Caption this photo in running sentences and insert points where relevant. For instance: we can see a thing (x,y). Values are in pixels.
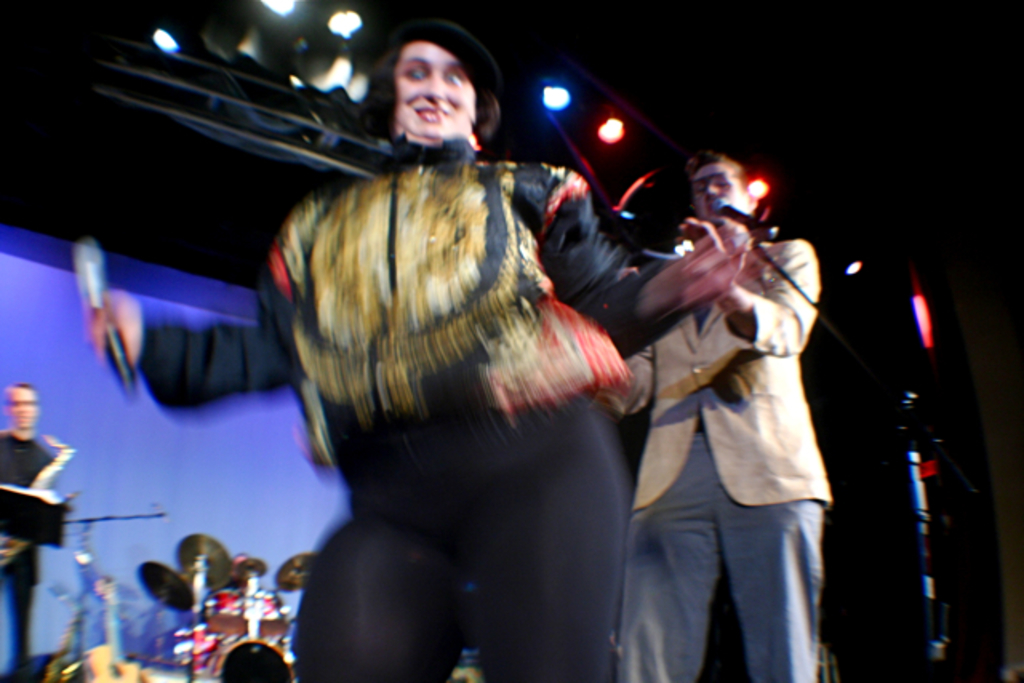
It is a blur image, it looks like there is some event going on and there are few people (376,503) on the stage (240,534) and around them there are some musical instruments (204,606) and to the roof (179,72) there are different lights (344,18).
